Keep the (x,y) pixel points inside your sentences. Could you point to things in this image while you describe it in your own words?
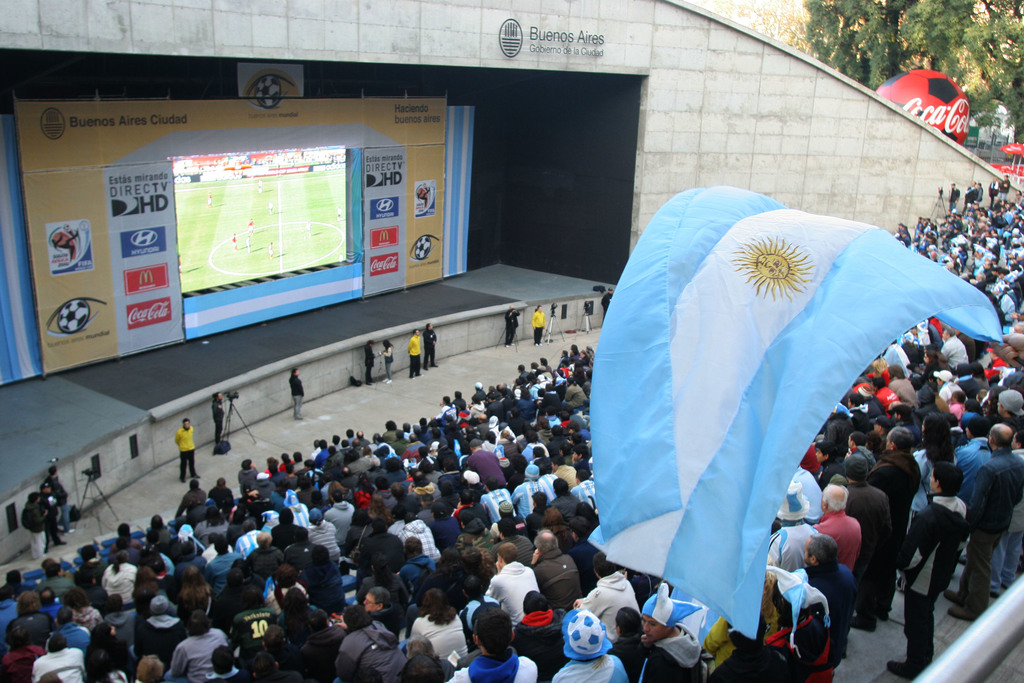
In this image we can see a group of people (540,579) on the ground (348,413), some people (539,326) are standing. In the center of the image (400,252) we can see some cameras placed on stands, a screen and board (101,320) with some text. On the right side of the image (719,474) we can see a hand (1013,352) of a person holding flag (763,414), a pole (1019,602), some trees (1021,51) and a ball (920,91). At the top of the image (782,77) we can see a wall (680,14).
